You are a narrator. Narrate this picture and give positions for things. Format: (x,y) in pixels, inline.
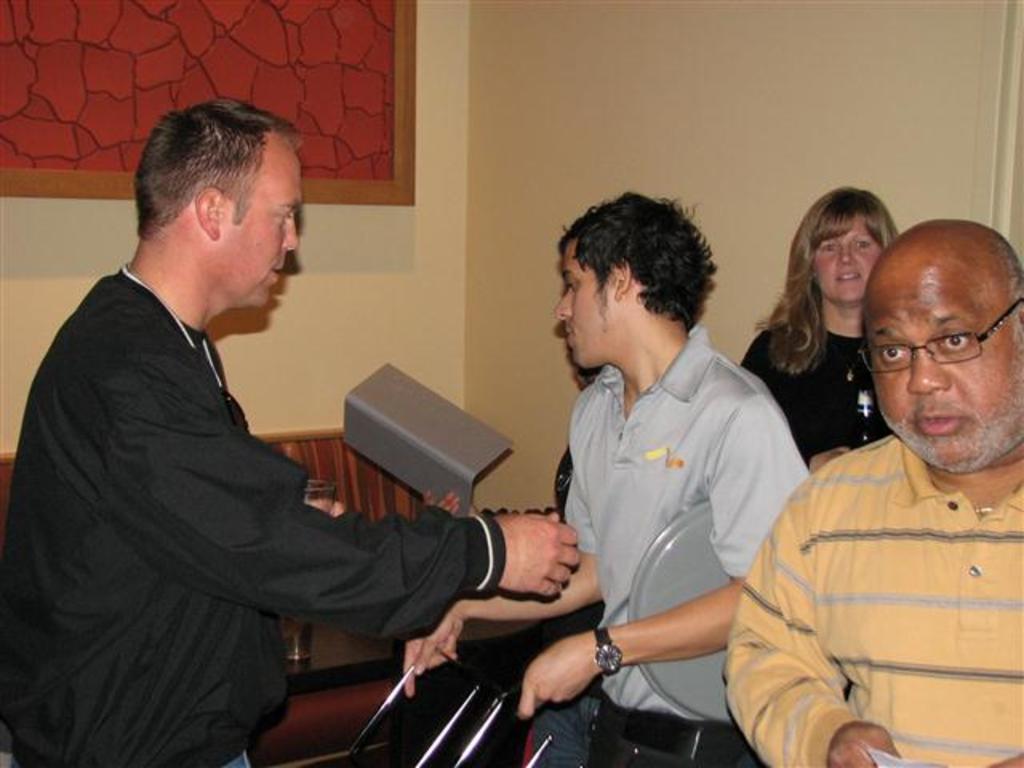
This image is taken indoors. In the background (758,132) there is a wall (316,214) with a painting (309,163) and there is a couch (344,472). On the left side of the image (266,482) there is a man (185,145). On the right side of the image (1012,367) there is a man (1018,392) and a woman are standing on the floor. In the middle of the image (681,263) a boy (653,536) is standing on the floor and holding a tray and a stand (471,755) in his hands (536,686).
